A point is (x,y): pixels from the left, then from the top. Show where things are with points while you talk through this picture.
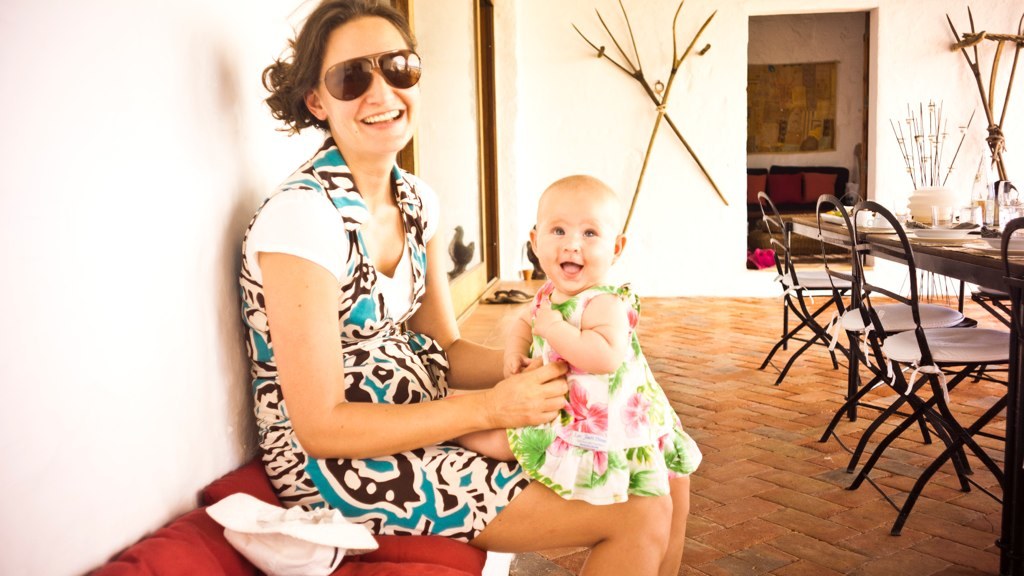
In this image there is a woman (479,384) and kid (508,342). Woman (510,384) wearing blue color dress (383,340) and black color goggles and at the right side of the image (980,259) there is a dining table (923,248).
